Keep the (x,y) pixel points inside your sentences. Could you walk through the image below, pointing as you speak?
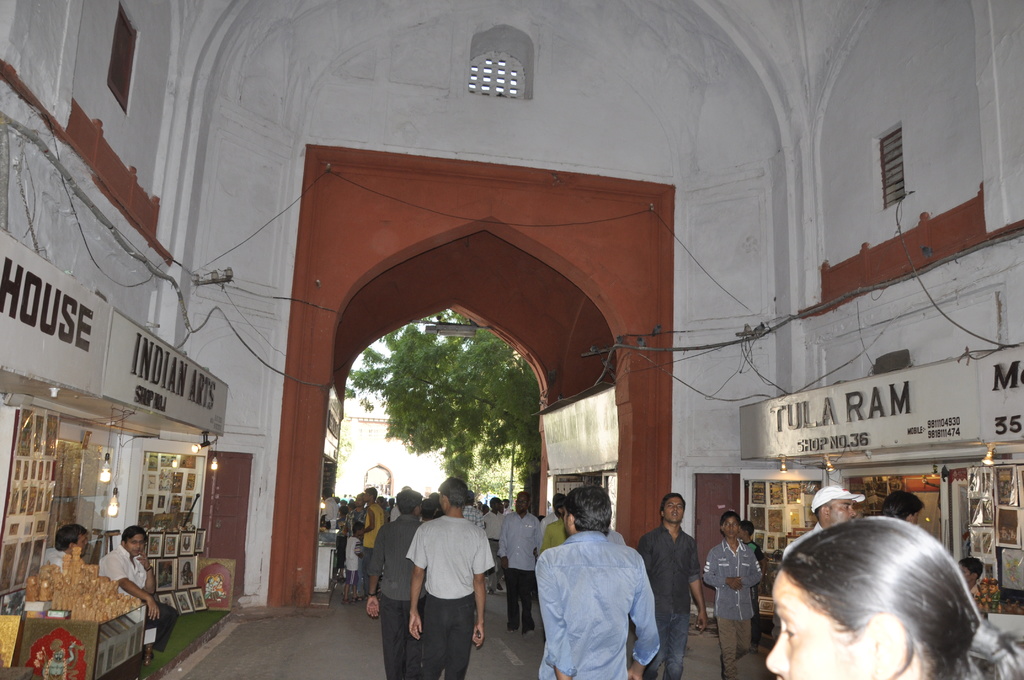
In the picture I can see few persons (479,518) walking and there are few stores (99,579) on either sides of them and there are trees (455,421) and some other objects (408,480) in the background (411,466).
